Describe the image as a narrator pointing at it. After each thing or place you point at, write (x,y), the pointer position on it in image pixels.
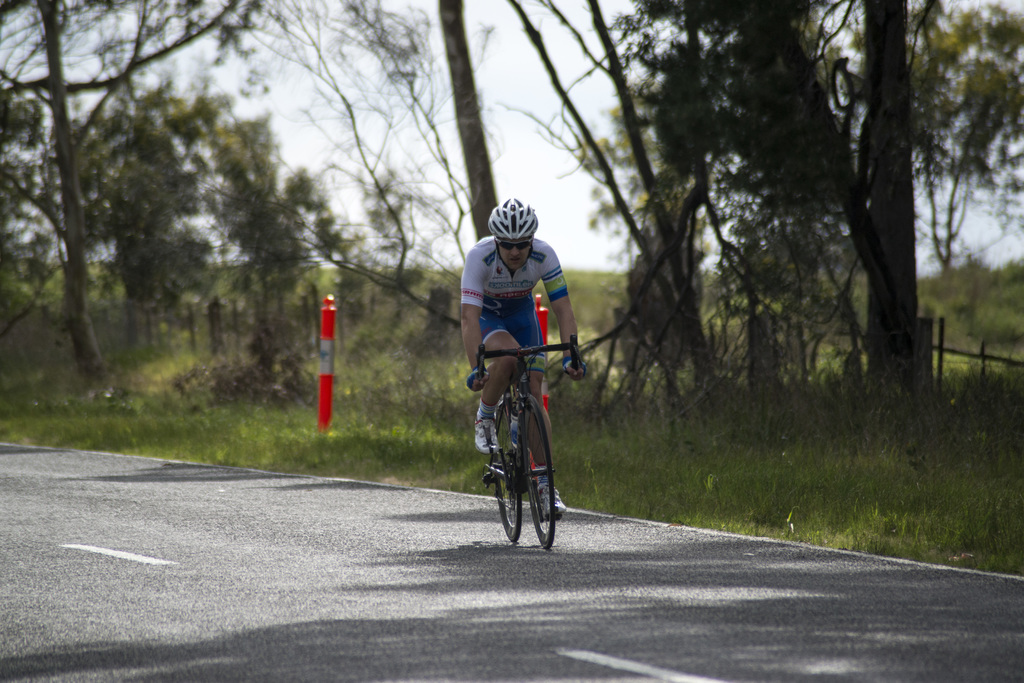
Here in this picture we can see a person (510,340) riding bicycle (519,386) on the road (549,558) and we can see he is wearing gloves (472,378) and helmet (512,233) and goggles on him and behind him we can see trees (264,196) and plants (650,362) present all over there and we can see a pole (327,309) present on the ground (341,388), which is fully covered with grass (752,499) over there.
